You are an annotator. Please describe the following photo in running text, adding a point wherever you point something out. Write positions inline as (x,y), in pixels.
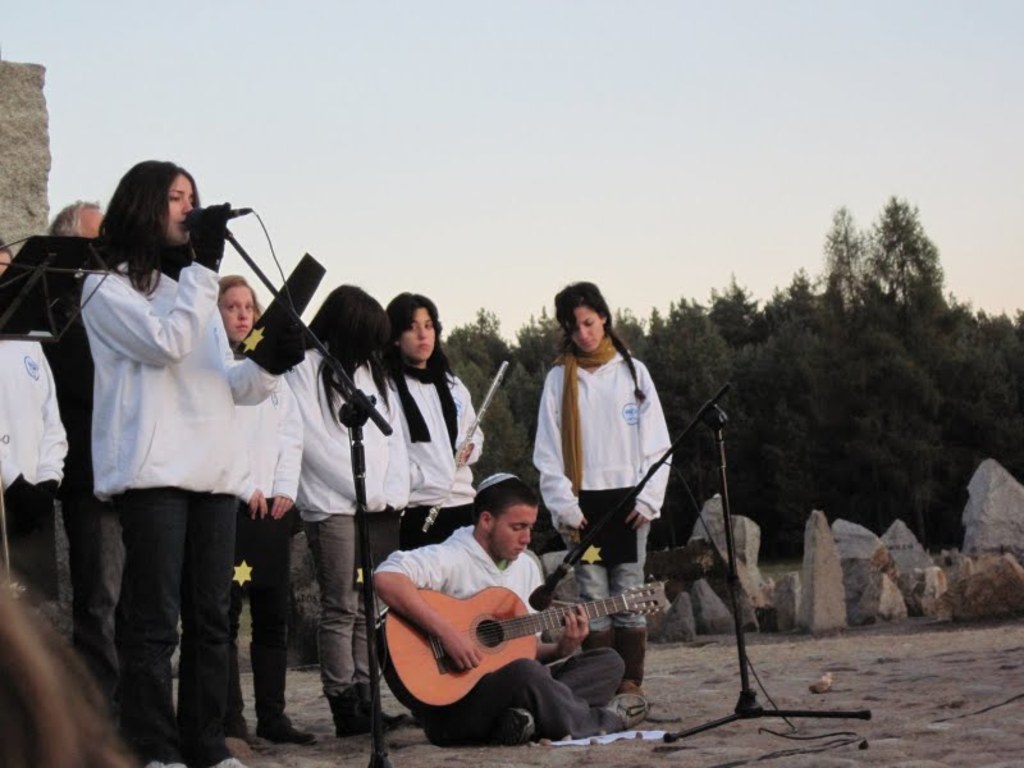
These persons (304,406) are standing and this person (382,583) sitting on the sand (508,759) and playing guitar (509,653), this person (215,251) holding microphone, paper (268,322) and singing. There are microphones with stands (261,271). On the background (779,354) we can see trees (792,351), stones (915,573).
